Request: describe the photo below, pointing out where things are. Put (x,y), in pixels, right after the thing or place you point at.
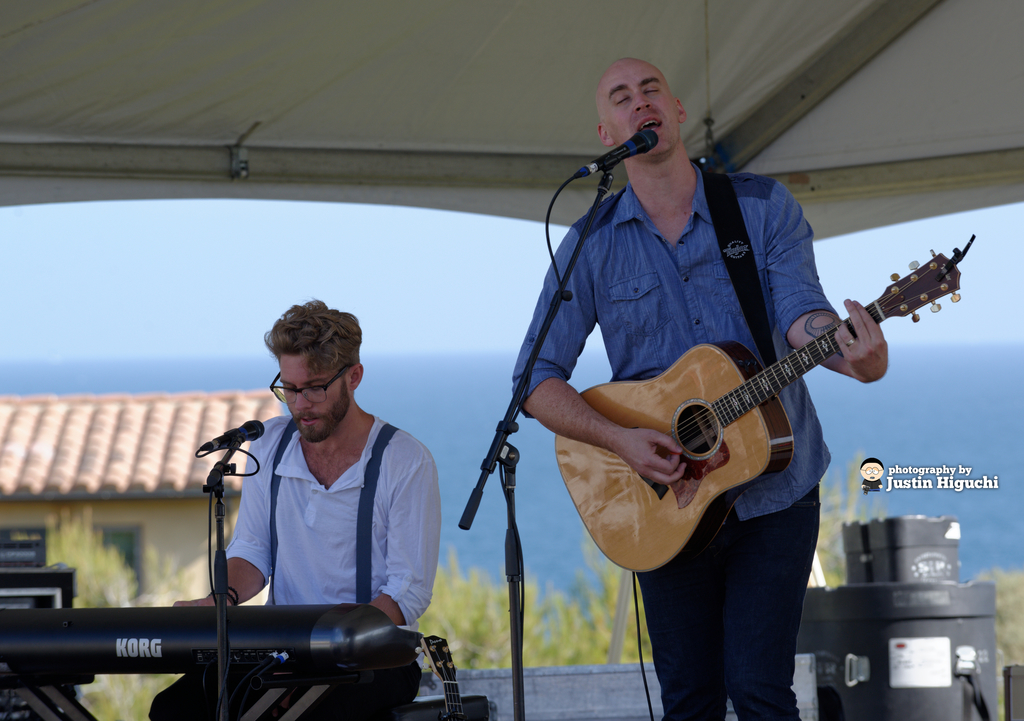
The image is clicked outside the city. There are two persons (326,345) in the image. To the right (761,267) the person (573,415) is wearing blue shirt (572,341) and blue pant (714,609). He is also playing guitar (578,488) and singing. To the left (232,549) the person (333,486) is wearing white shirt (346,490) and playing piano (206,616). At the top (434,76) there is a tent (468,23) with white cloth (366,88). In the background (127,399) there is a house (85,463) with red colored roof (119,446) and plants (127,596) beside it.
